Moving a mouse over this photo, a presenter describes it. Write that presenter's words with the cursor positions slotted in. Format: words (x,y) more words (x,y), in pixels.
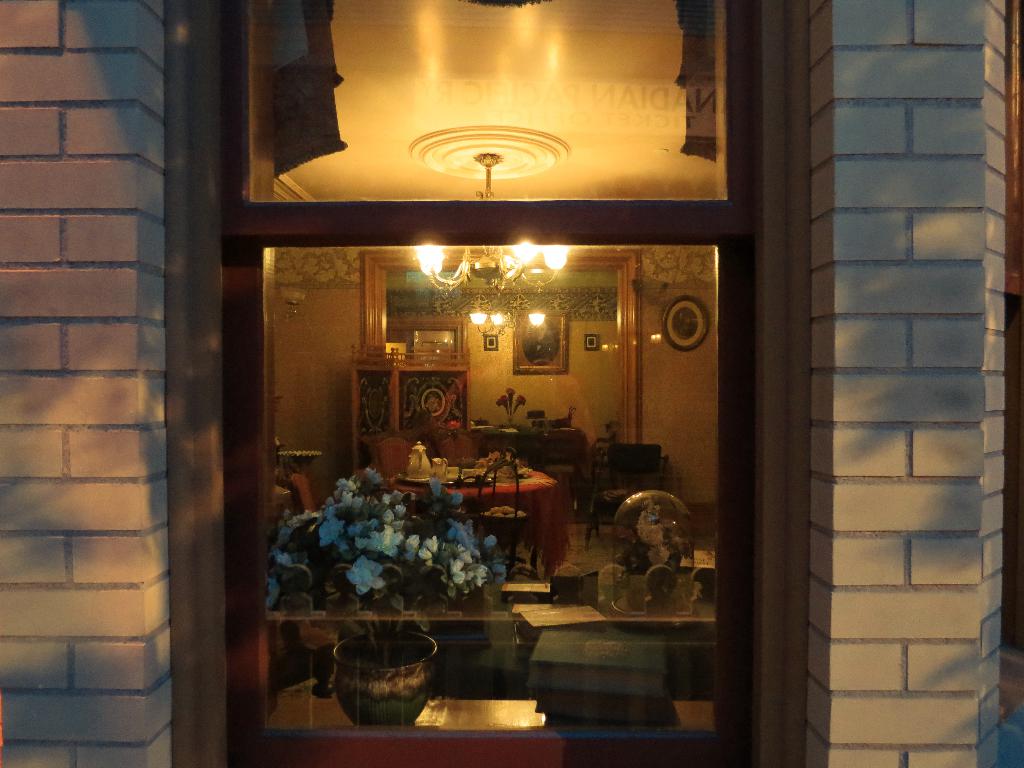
In this image, we can see a wall (869,574) and there is a window (565,117), through the glass (474,474) we can see flower vases (435,517), books (551,615) and some decor items (619,535) and there are chairs (615,469), tables (505,484) and some other objects (496,455) and a stand (432,378), mirror (421,344) and a clock (675,340) on the wall (675,397). At the top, there are lights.
